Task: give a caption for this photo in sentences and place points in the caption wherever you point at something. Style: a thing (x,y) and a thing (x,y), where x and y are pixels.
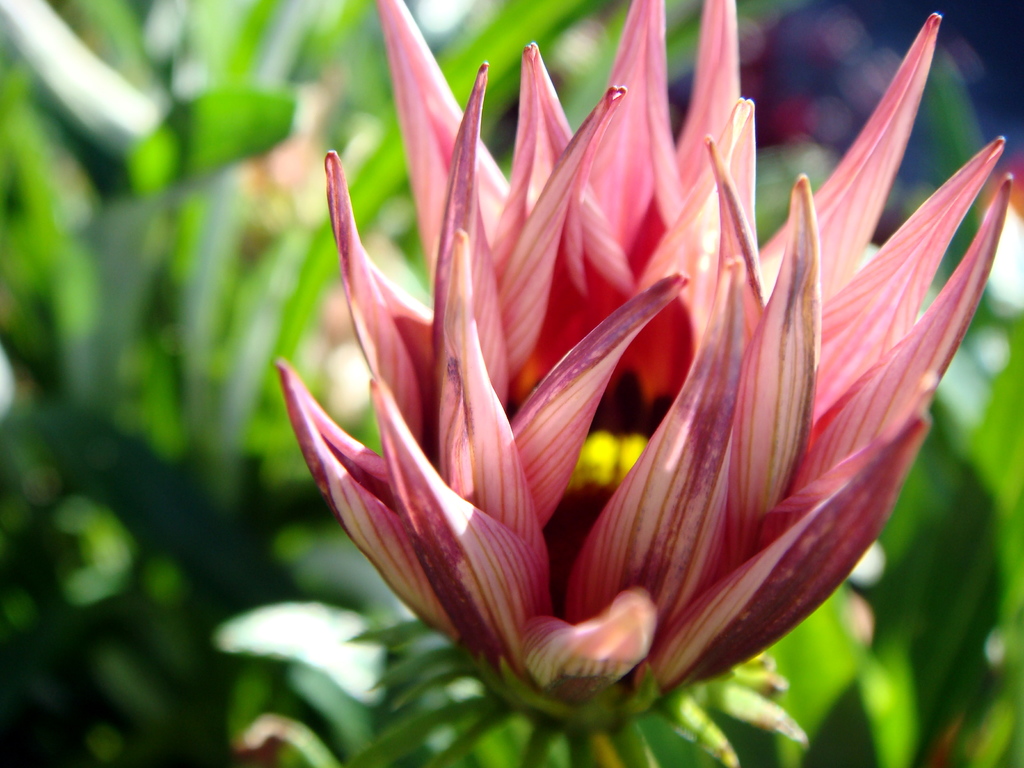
In the foreground of the picture (506,374) there is a flower (512,397). In the background (149,551) there is greenery (476,687).
